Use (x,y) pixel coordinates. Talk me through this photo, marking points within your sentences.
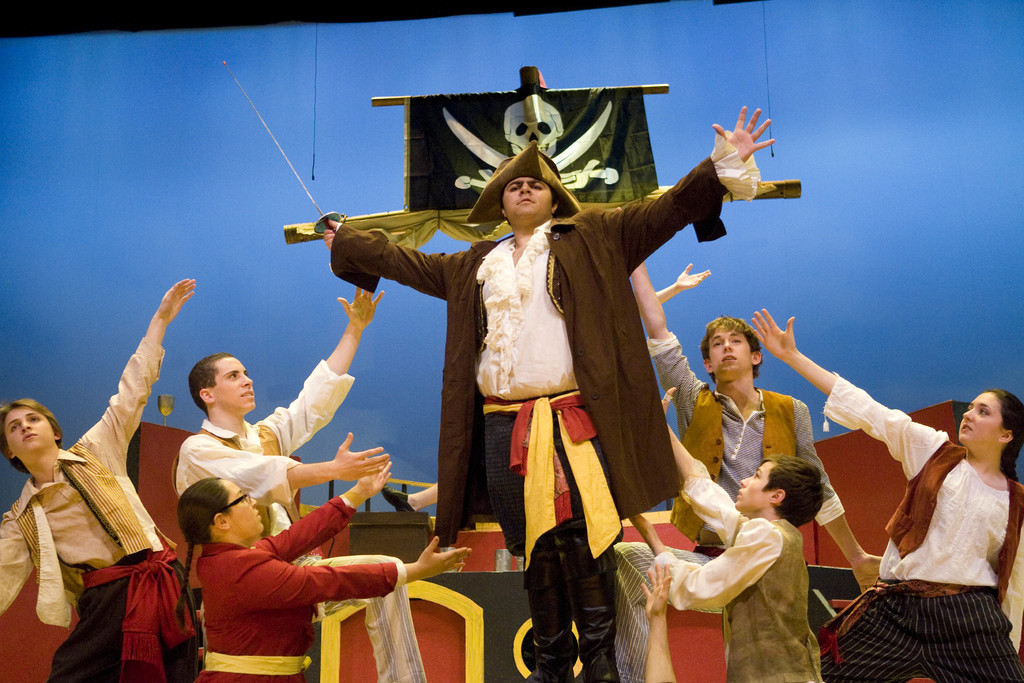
In the foreground of this image (500,407), there is a man (516,327) holding a needle sword (309,194) in his hand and we can see few persons (748,494) around him with opened hands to the air. In the background (385,50), there is a blue screen (365,36) and a flag (455,146).
